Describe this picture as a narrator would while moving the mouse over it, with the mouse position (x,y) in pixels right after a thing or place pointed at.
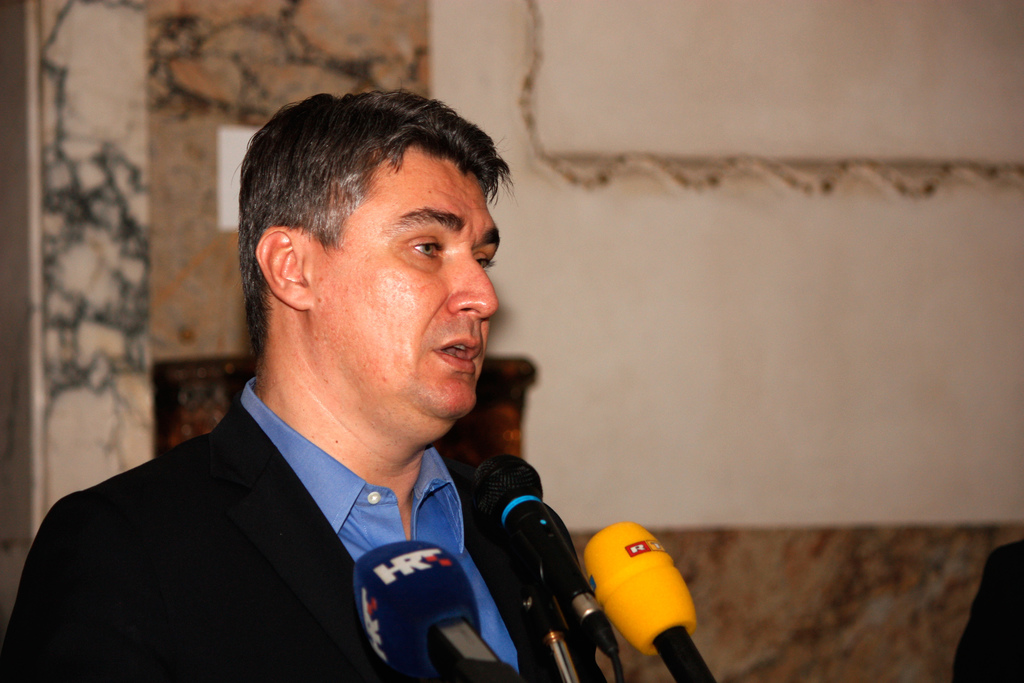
In the picture we can see a man (271,495) wearing blue color shirt (451,537), black color suit (150,614) standing and there are some microphones (439,582) in front of him and in the background of the picture (608,134) there is a wall (20,345).
